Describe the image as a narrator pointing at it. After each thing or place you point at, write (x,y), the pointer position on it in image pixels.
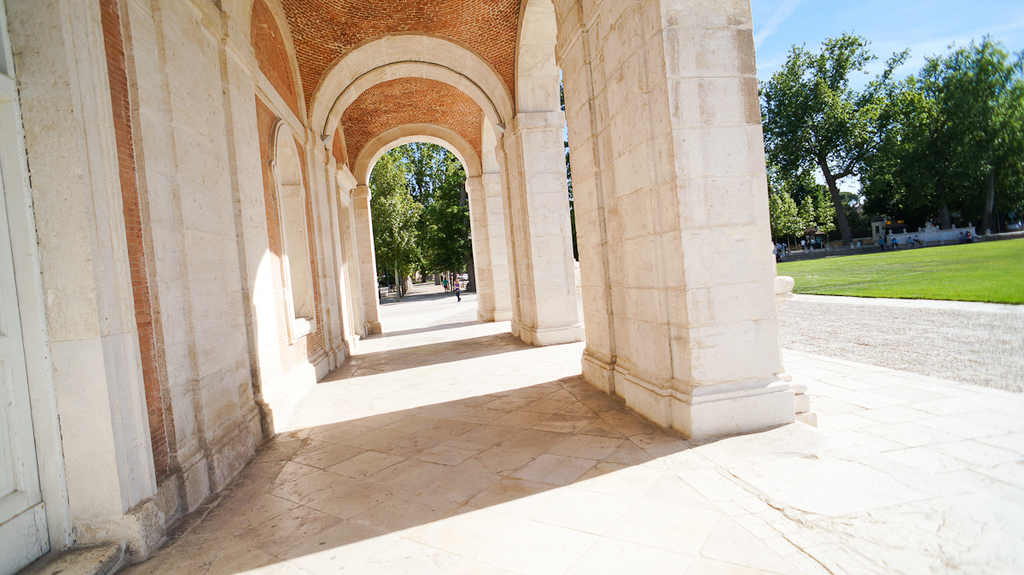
In this picture I can see group of people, grass (935,275), trees (818,154), this is looking like a building (133,442), and in the background (837,26) there is sky (921,43).
